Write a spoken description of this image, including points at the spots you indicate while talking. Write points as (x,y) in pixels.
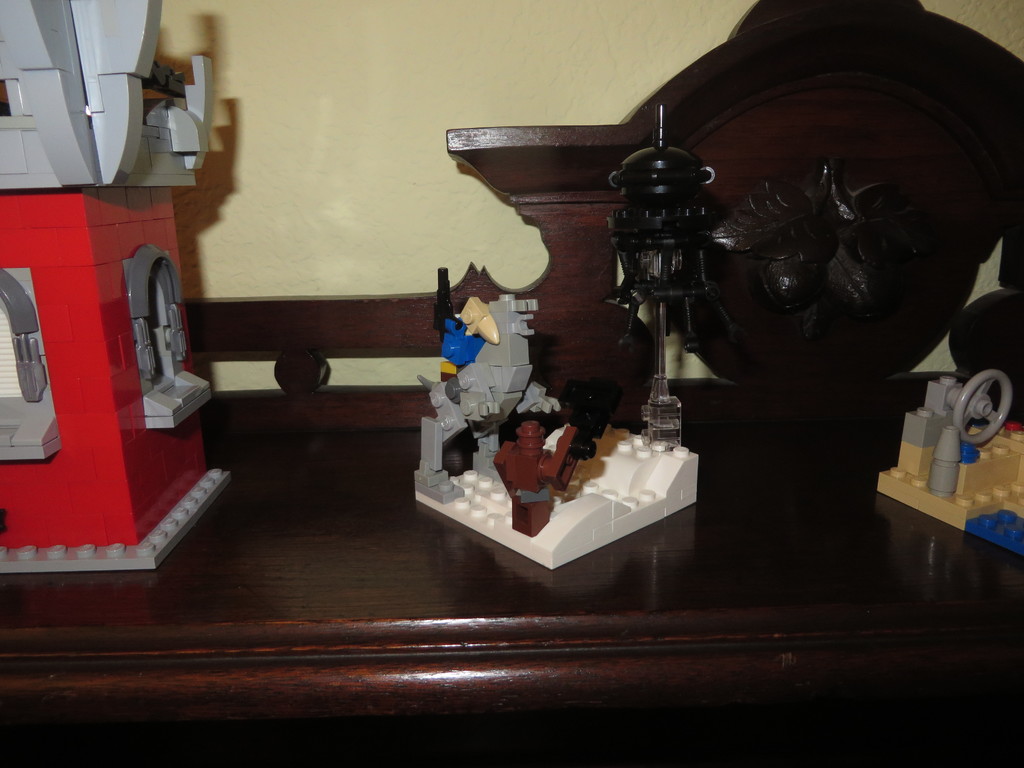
There is a table (413,599). On the there are some toys (1006,460) made with Lego (102,363). In the background (373,99) there is a wall (422,63). Also there is a wooden craft (824,167) is there.
